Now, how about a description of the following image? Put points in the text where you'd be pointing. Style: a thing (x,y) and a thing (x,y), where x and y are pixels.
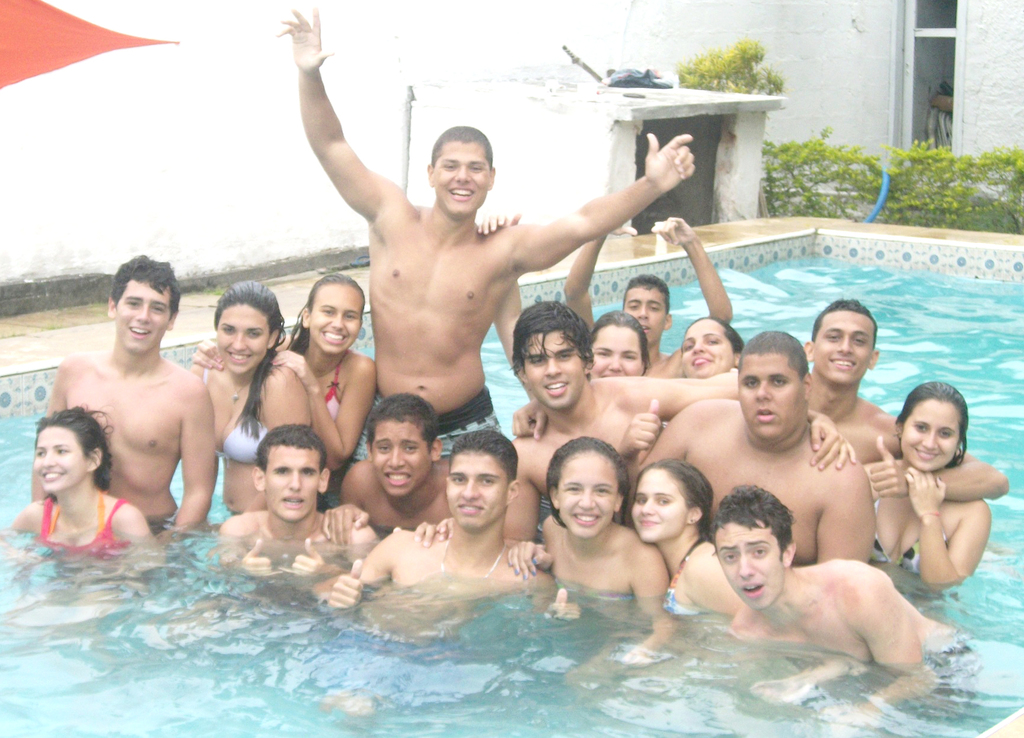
There are persons (73,461) smiling and they are in the swimming pool (925,357). In the background (983,166), there are plants (847,146), a blue color pipe (886,181), a pump house (733,153) and a white wall (684,14).
